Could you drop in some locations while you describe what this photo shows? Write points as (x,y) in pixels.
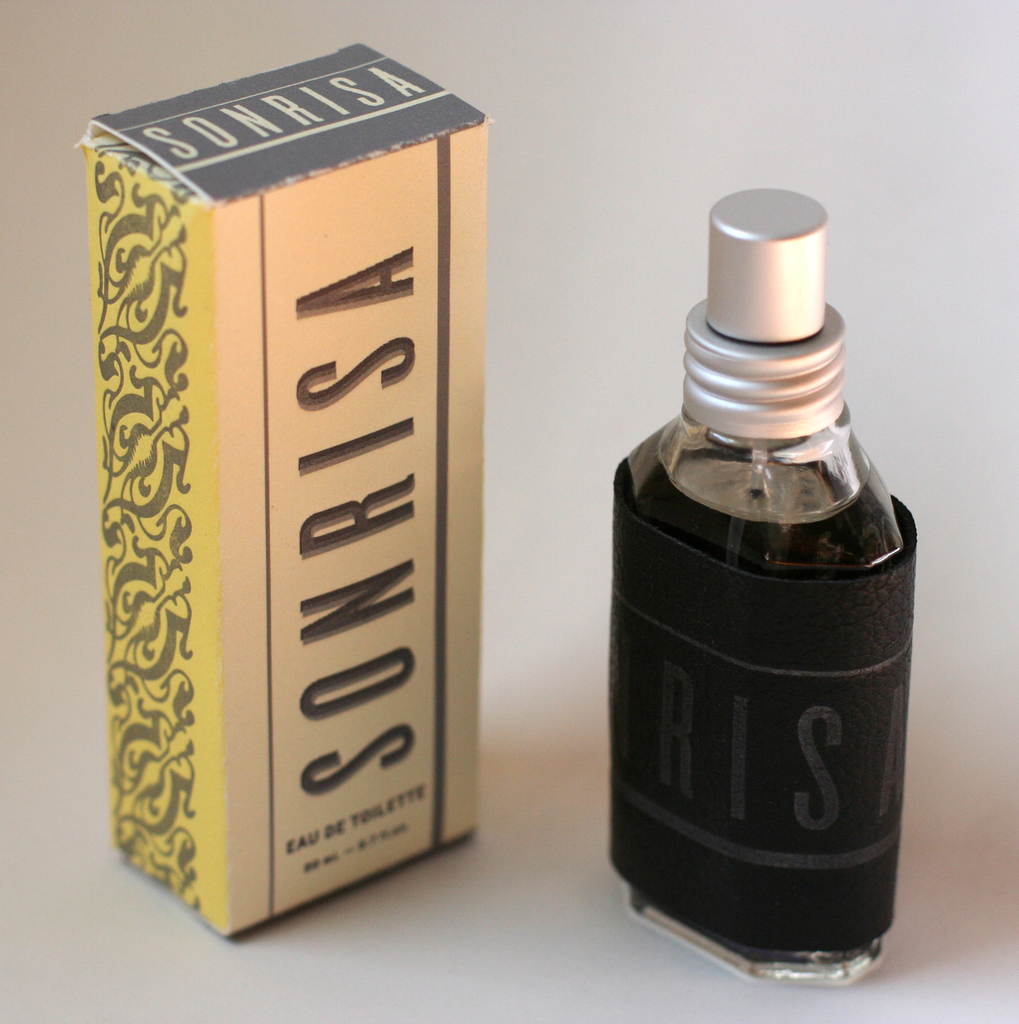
In this image there is a bottle (817,648) which is covered with black color sheet (715,602) and at the left (246,735) there is a box (151,407) with cream gold and grey color.
